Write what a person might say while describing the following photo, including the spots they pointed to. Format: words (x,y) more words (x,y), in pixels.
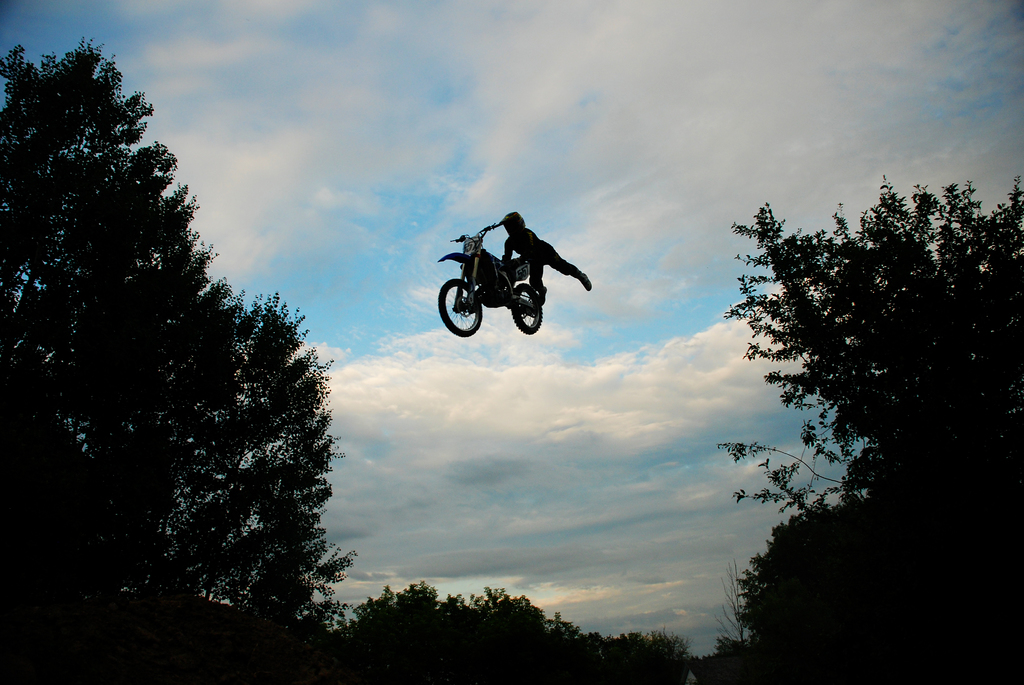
There is a person (581,282) in the air and holding a bike (461,289). We can see trees (932,666) and sky (473,503) with clouds (415,534).
